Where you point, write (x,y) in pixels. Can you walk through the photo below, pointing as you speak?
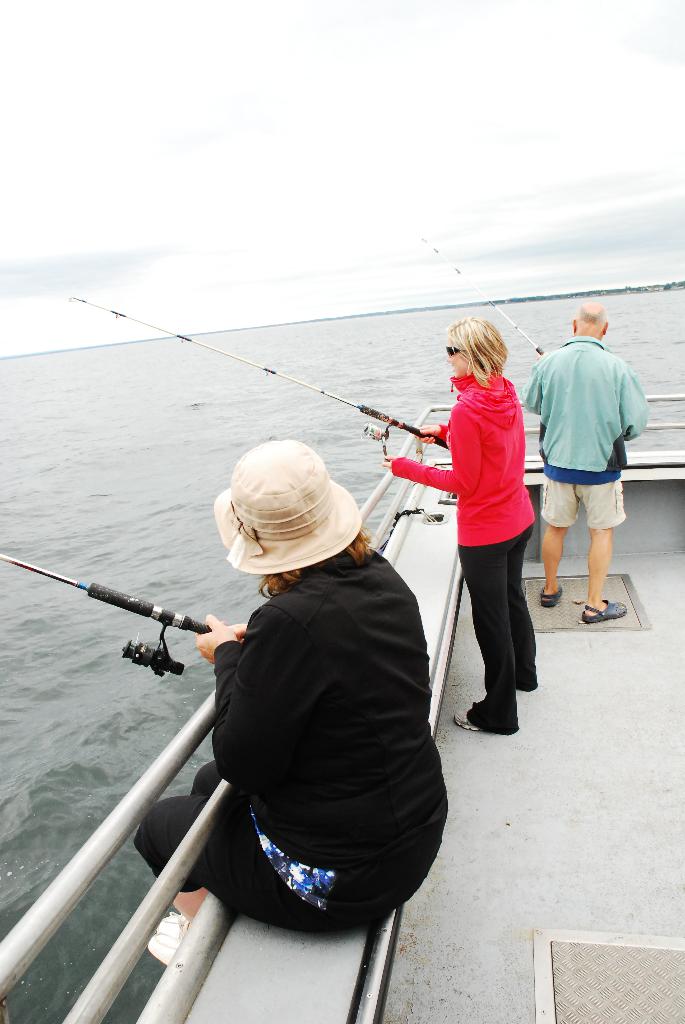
In this image I see 3 persons (588,421) who are holding fishing rods (190,622) in their hands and I see that this person (272,648) is sitting and I see the water (145,673). In the background (448,299) I see the sky (307,150).
